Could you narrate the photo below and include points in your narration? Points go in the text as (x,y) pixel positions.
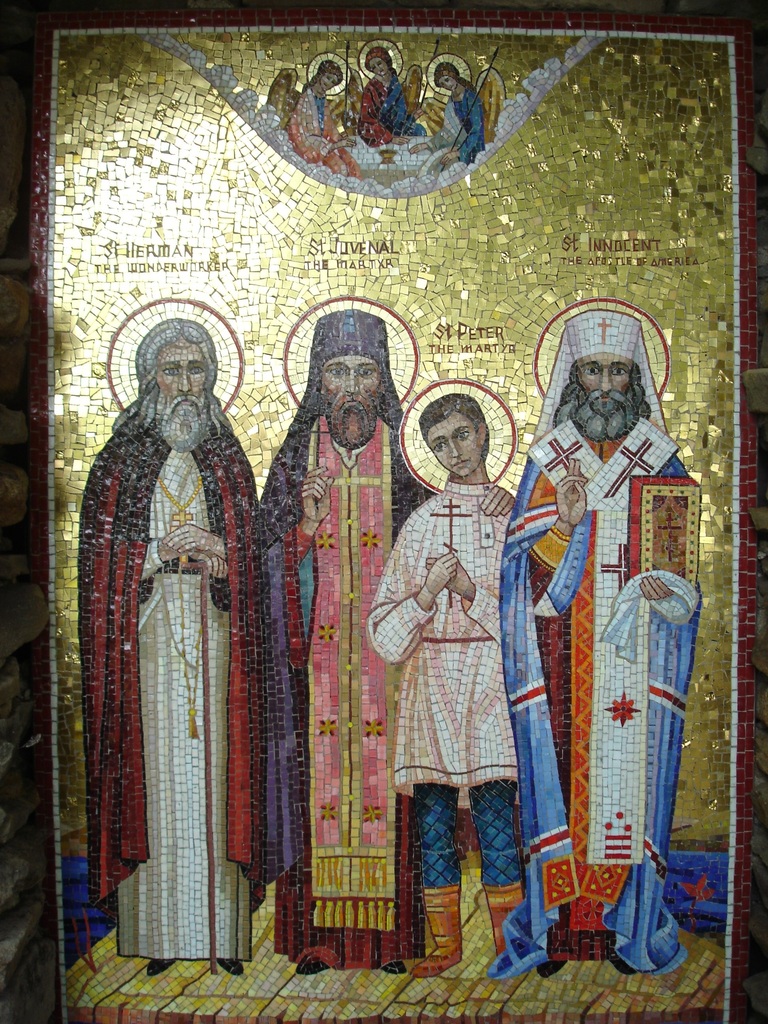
In this image I can see a golden colour thing (459,230) and on it I can see depiction picture (571,331) of people (162,428). I can also see something is written on the top side of this image (102,273).
